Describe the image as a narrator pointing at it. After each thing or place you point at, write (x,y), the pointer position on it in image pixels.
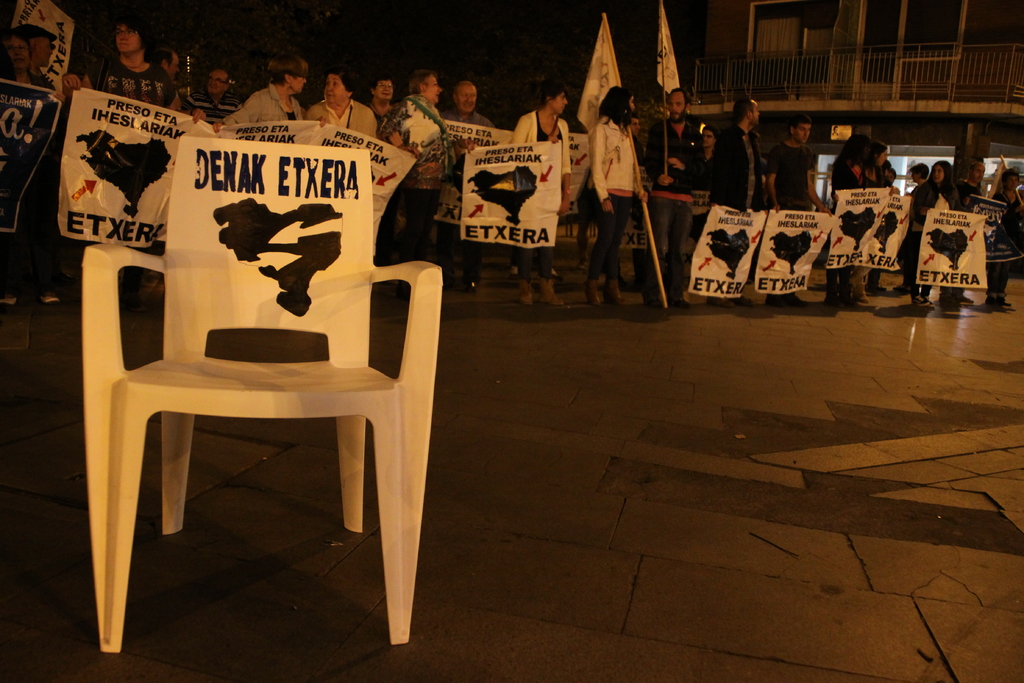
On the left (295,391) there is a chair (186,418) behind it there are group of people (55,151) with banners (61,215) in their hands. We can see flags (659,64) and buildings (737,46) also.
